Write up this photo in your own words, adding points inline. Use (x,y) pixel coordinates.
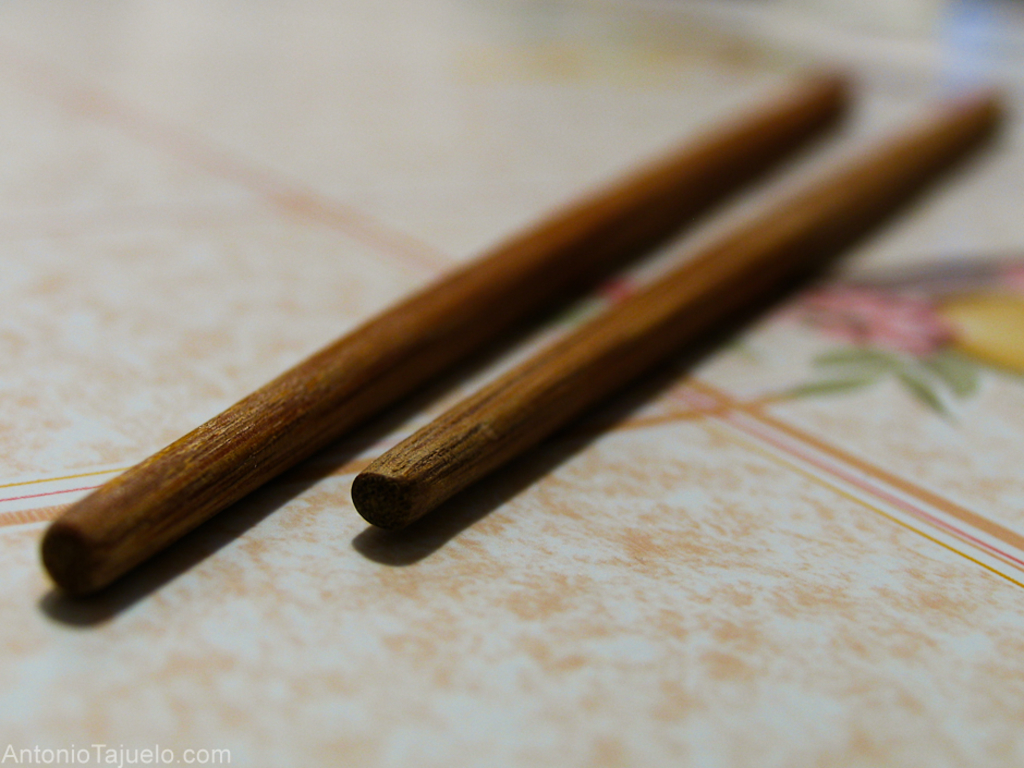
This picture seems to be of inside. In the foreground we can see the two wooden sticks (728,171) placed on the top of the surface (884,562). On the right (968,287) we can see the printed flowers (930,334) and leaves (919,365) and in the bottom left (109,745) there is a watermark (180,753) on the image.
